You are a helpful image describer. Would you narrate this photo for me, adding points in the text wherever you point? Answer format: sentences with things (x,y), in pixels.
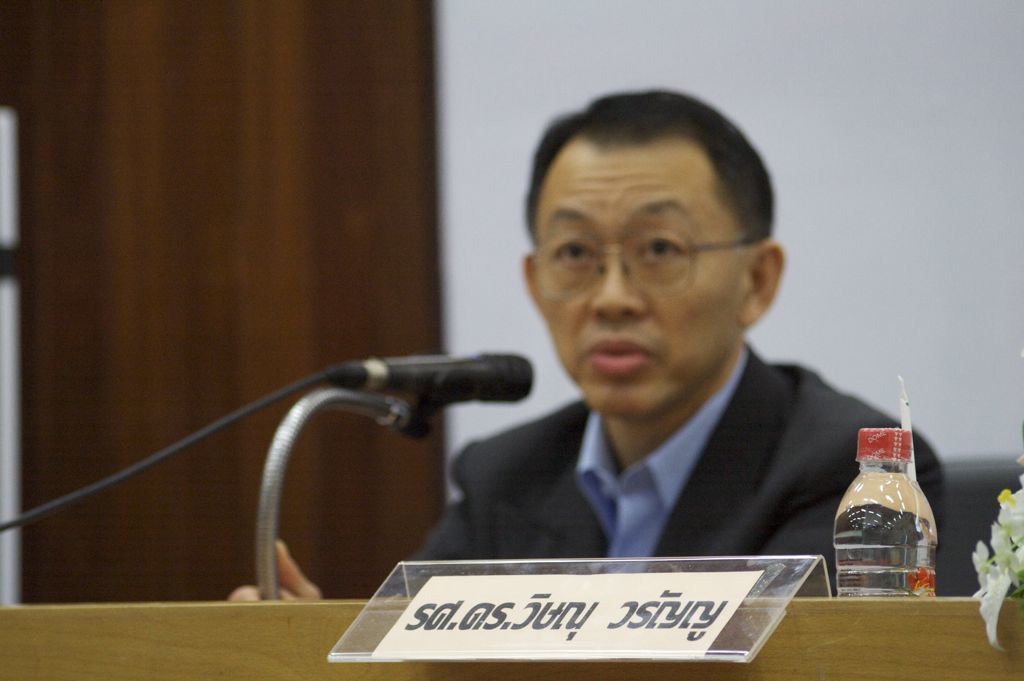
There is a person (637,153) sitting on a chair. He is wearing a suit (811,431) and he is speaking on a microphone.
